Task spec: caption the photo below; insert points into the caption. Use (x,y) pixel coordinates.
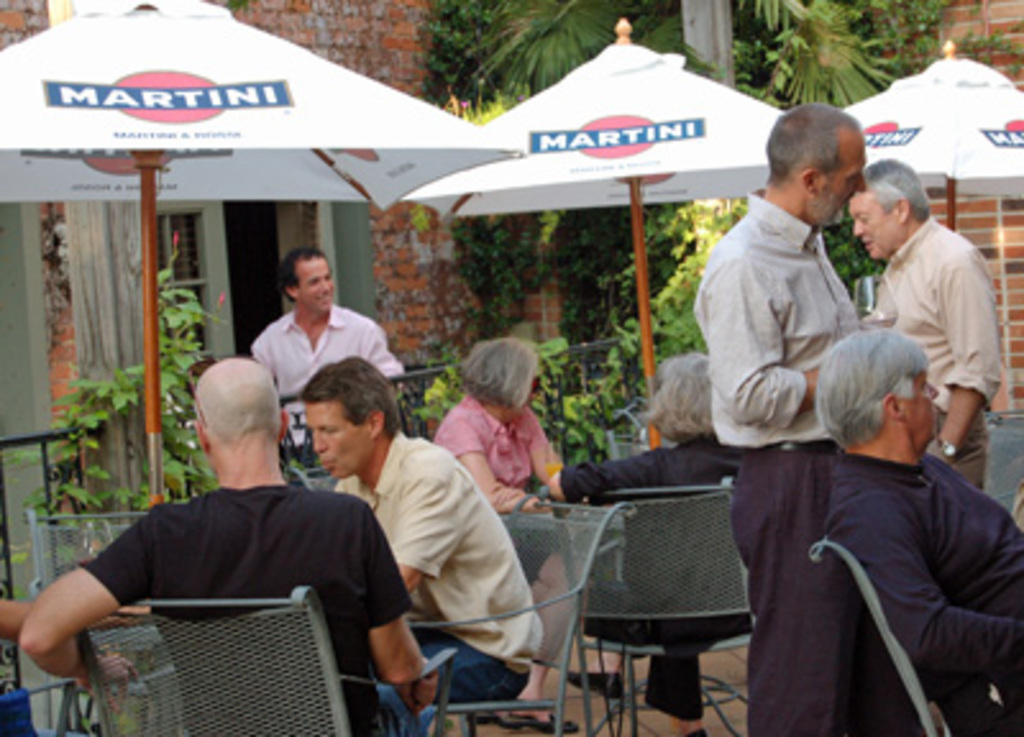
In this image we can see the persons (430,463) sitting on the chairs (229,641) under the white color tents (691,131) and on the tents (222,103) we can see the text (238,91). We can also see the persons (760,330) standing. In the background (848,42) we can see the fence (596,369), plants (686,322) and also trees (558,13), wall (1007,234), poles (716,15) and the house (438,241).
